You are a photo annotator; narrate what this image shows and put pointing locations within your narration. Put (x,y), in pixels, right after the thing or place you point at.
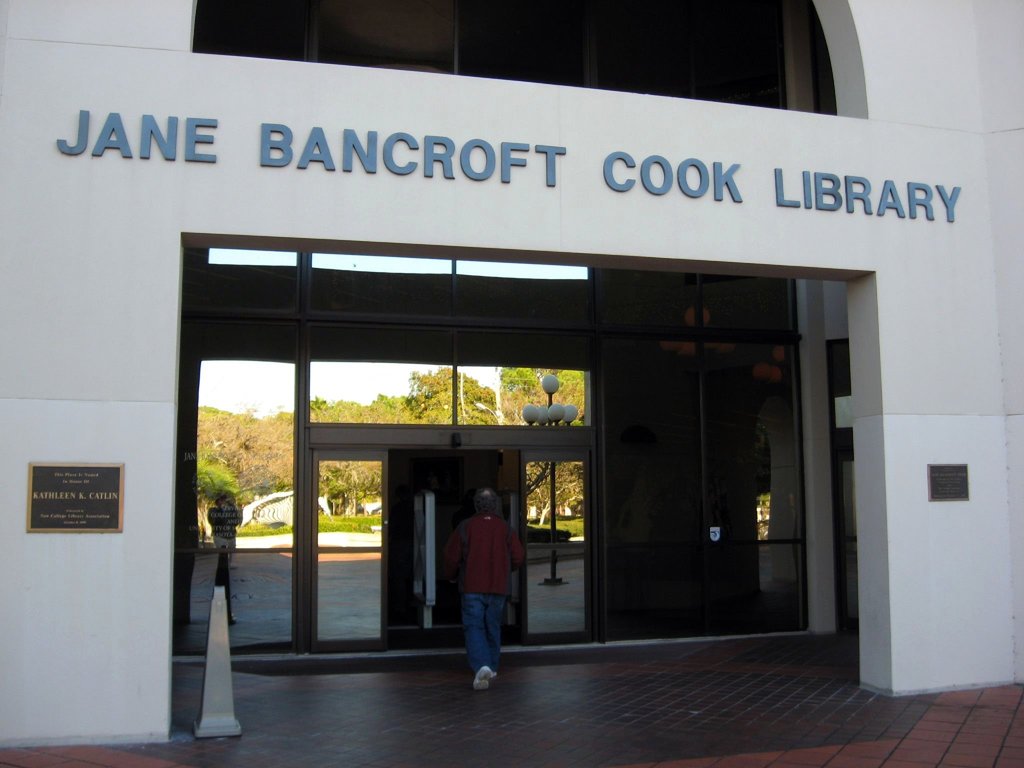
In the middle of the image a person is walking. Behind him there is a entrance (550,505) of a building (258,221).
